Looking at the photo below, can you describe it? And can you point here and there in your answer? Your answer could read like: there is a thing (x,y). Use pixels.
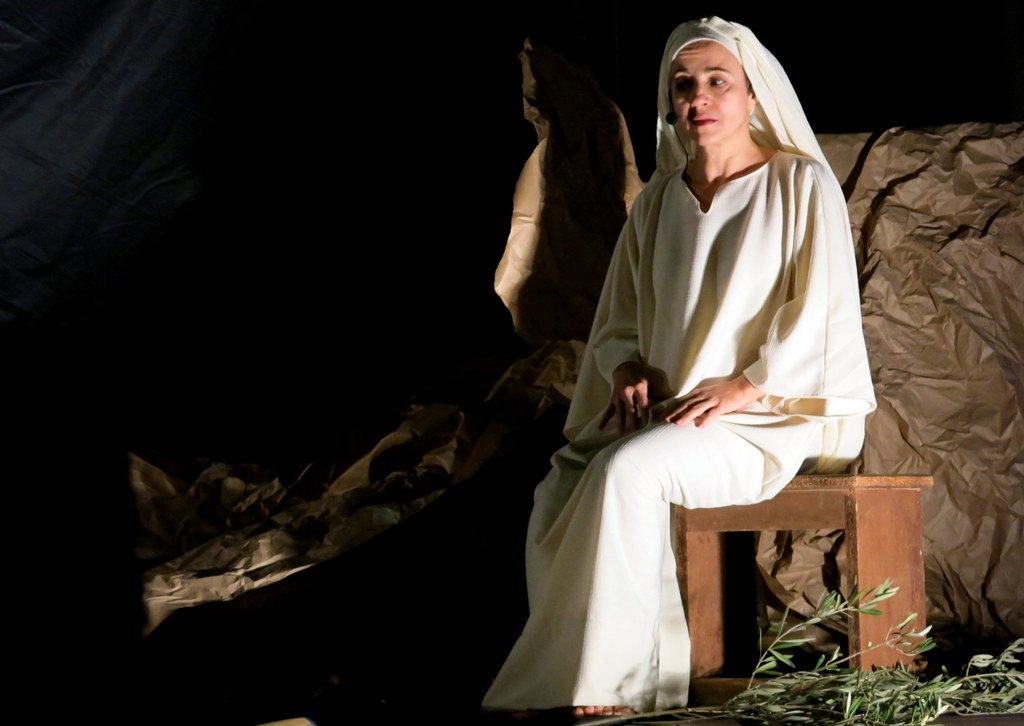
In this image we can see a woman (725,498) is sitting on a stool (710,589). At the bottom (790,675) we can see branches (856,672) of a plant (750,692). In the background (265,400) the image is dark but we can see objects (597,290).
